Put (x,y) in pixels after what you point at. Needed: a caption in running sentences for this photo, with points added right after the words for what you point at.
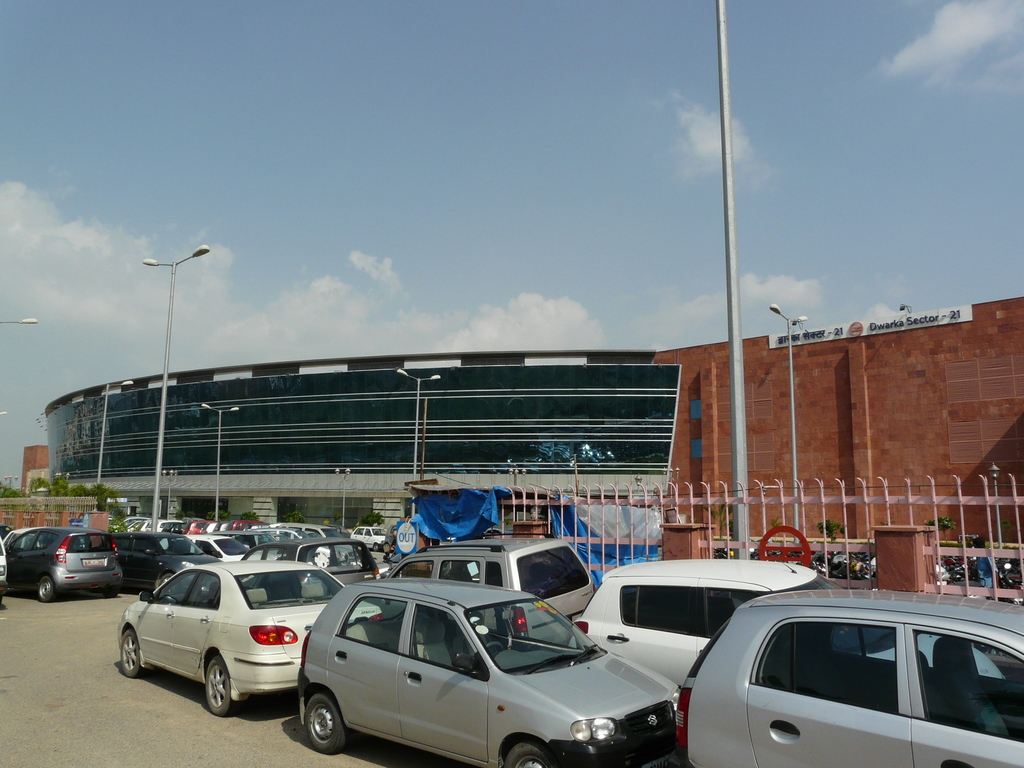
In this image, there are a few vehicles (500,697), buildings (506,437), poles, trees (61,485). We can see the ground (57,696) and the sky (520,7). We can also see some blue colored objects (559,520) and pillars (910,540). We can also see the sky (378,260) with clouds (378,260).
